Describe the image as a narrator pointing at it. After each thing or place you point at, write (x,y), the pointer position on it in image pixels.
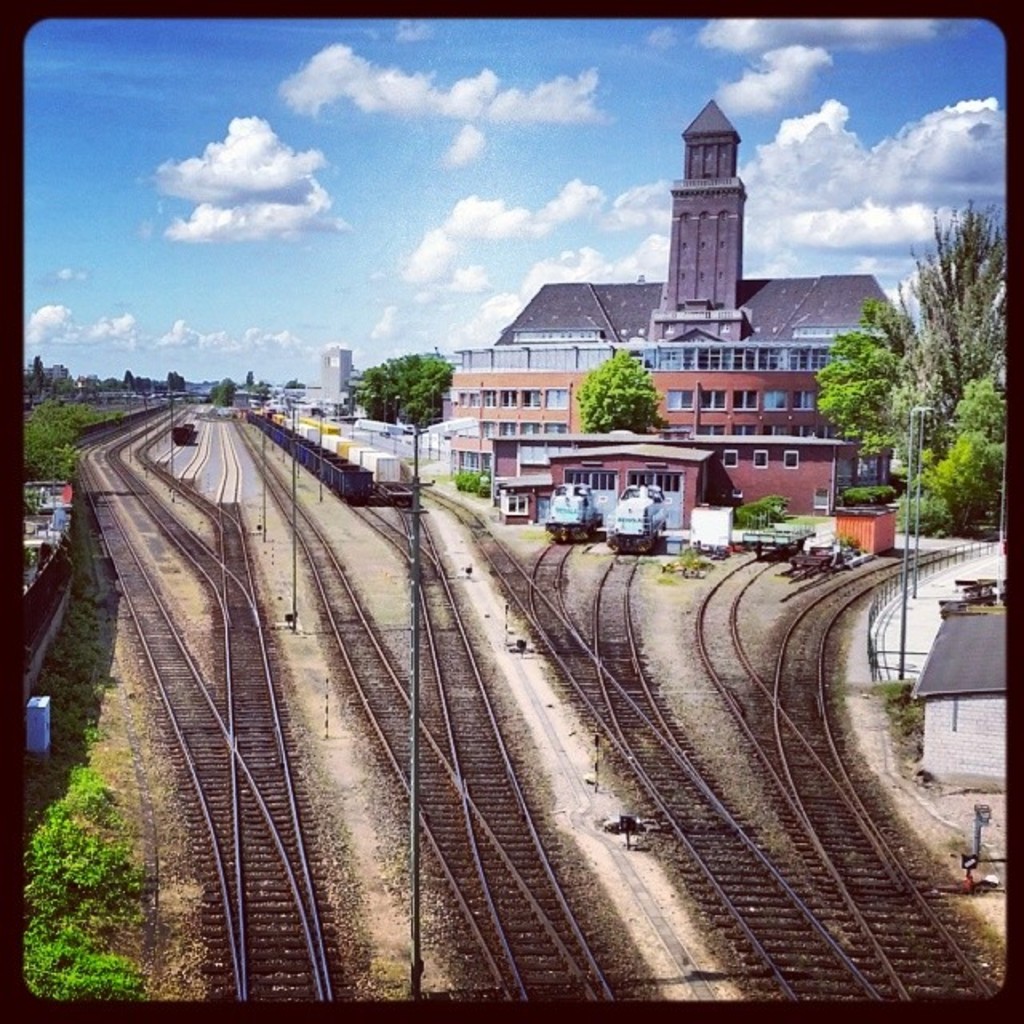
In this image we can see railway tracks (284,792) on the ground (317,879) and on the left side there are plants (57,855), trees (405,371) and grass (102,685) on the ground (119,596) and we can see the wall (60,612). In the background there are buildings (283,396), windows (667,351), roof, trees (394,390), poles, trains (305,461) on the railway tracks (235,492) and clouds (544,93) in the sky (398,166).
